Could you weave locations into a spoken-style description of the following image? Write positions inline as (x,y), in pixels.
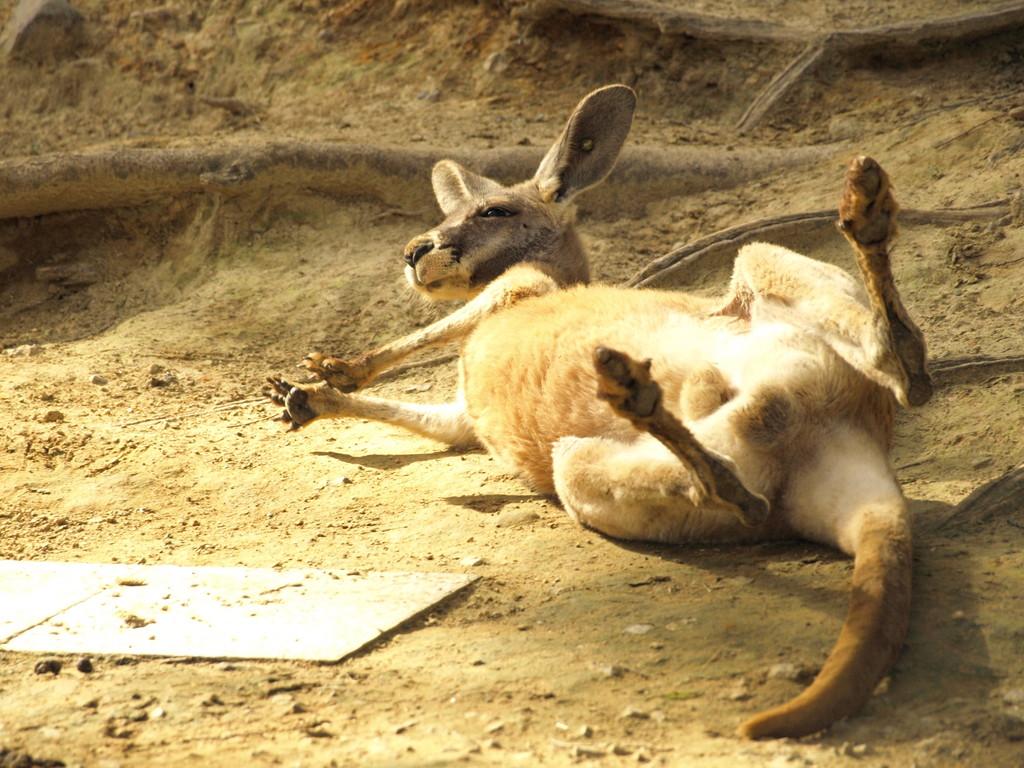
In the center of the image (620,418) we can see a kangaroo (536,332) laying on the ground (156,471).
